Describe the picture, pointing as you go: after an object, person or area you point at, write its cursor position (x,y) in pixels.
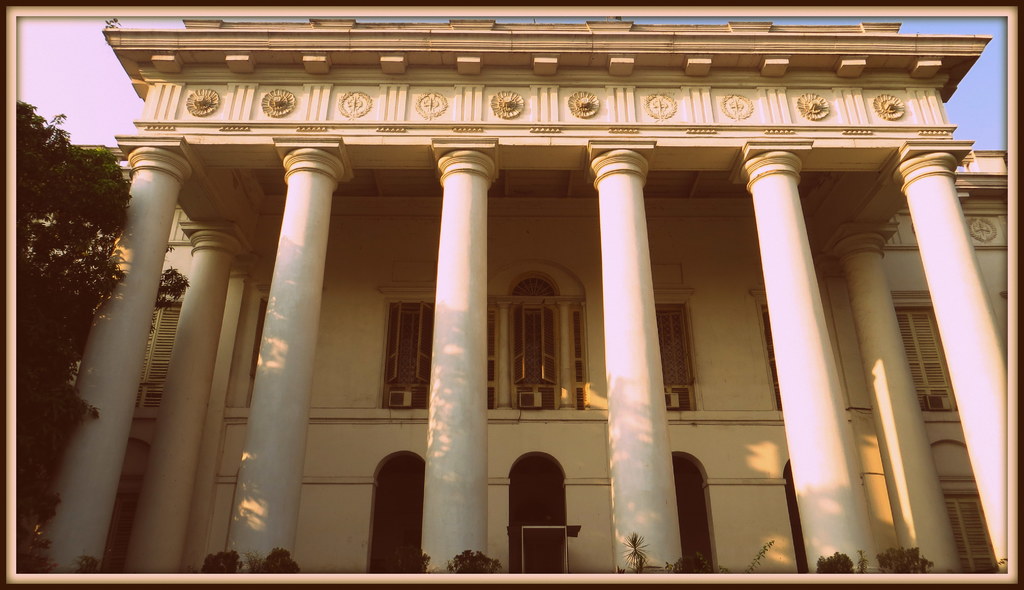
In this image in the center (392,301) there is a building (540,272), and in the foreground (454,299) we could see some pillars (621,306), windows (555,330), air-conditioners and some plants (406,565). At the bottom (222,558) and on the left side (69,216) there are trees (78,158), at the top (85,42) there is sky (974,94).
